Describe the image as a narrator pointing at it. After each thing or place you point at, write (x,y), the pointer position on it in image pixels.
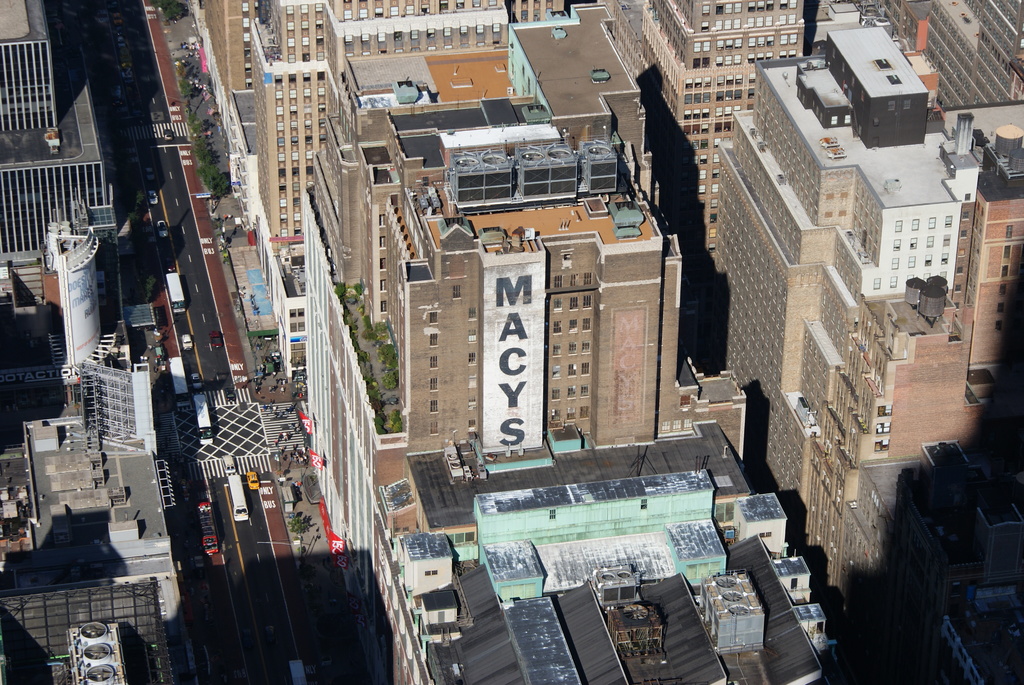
In this image we can see buildings (524,264), road (193,432), vehicles (219,338) and trees (377,340).
